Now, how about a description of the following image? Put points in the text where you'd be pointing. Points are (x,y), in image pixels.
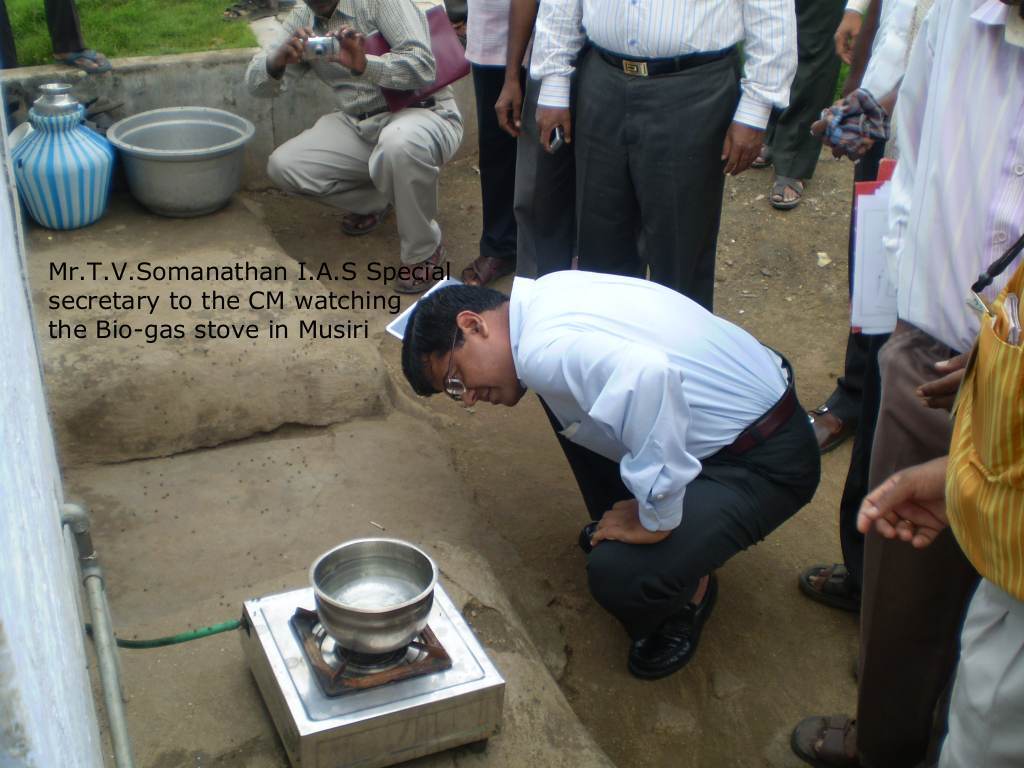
In this image there is a stove (353,700) in the middle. On the stove (341,706) there is a pan (386,590). Beside it there is a man (606,457) who is sitting in the squat position and looking at the stove (373,654). Behind him there are so many people (724,156) who are standing on the ground (750,219). At the top (347,96) there is a man (406,124) taking the pictures with the camera (317,42). Beside him there is a tub (202,142) and a vessel (91,156).
